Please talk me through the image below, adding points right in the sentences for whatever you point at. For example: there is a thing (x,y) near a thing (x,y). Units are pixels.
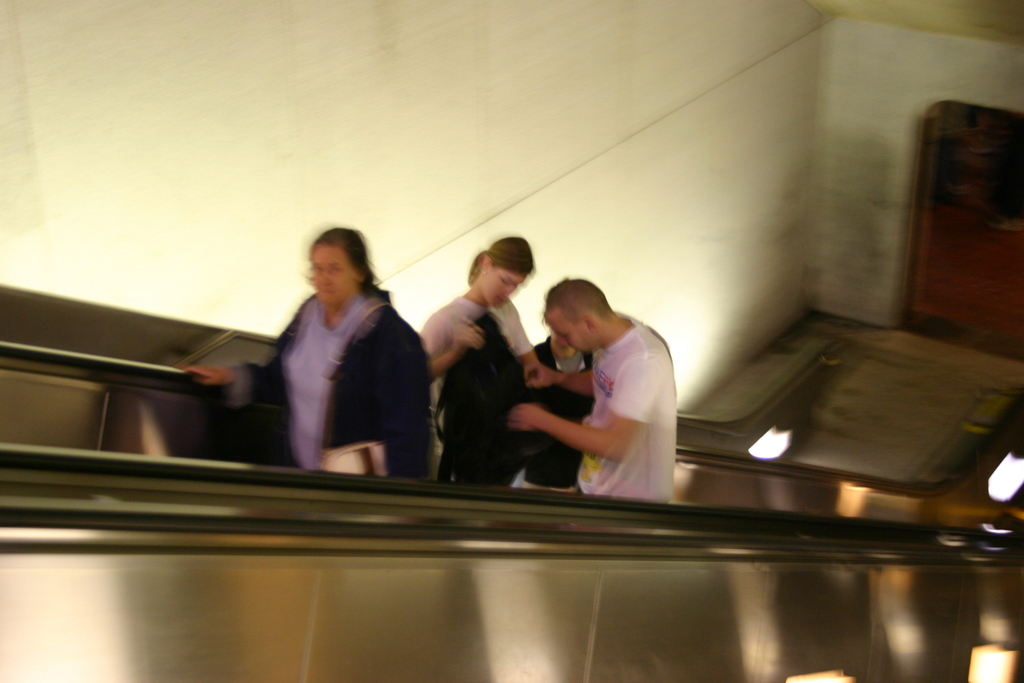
In the foreground (327,428) I can see four persons (424,449) are standing on the staircase (299,473). In the background (755,212) I can see a wall (755,212) and a door (971,241). This image is taken in a building (570,258).
